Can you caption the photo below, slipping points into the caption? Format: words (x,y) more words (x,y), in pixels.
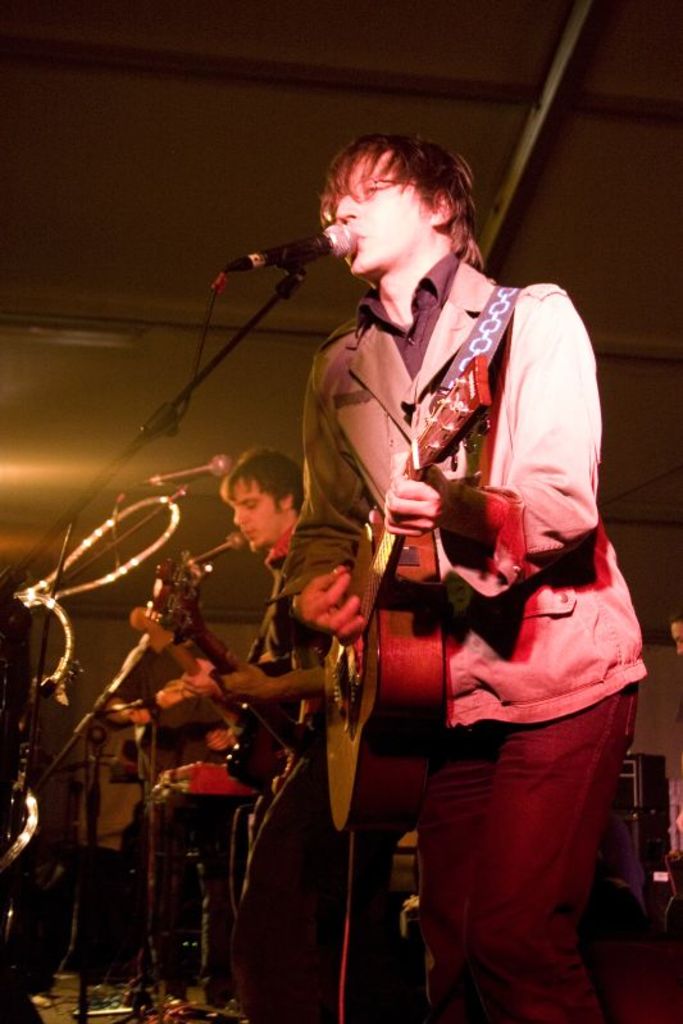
This is picture of a group of man (277,638), a man (367,464) is holding a guitar (408,569) and singing a song in front of the man (367,230) there is a microphone (334,249). Left side to the man (347,487) there is other man (261,535) who is singing a song and holding a guitar (219,653). Background of the man (403,524) is a roof (214,351).
